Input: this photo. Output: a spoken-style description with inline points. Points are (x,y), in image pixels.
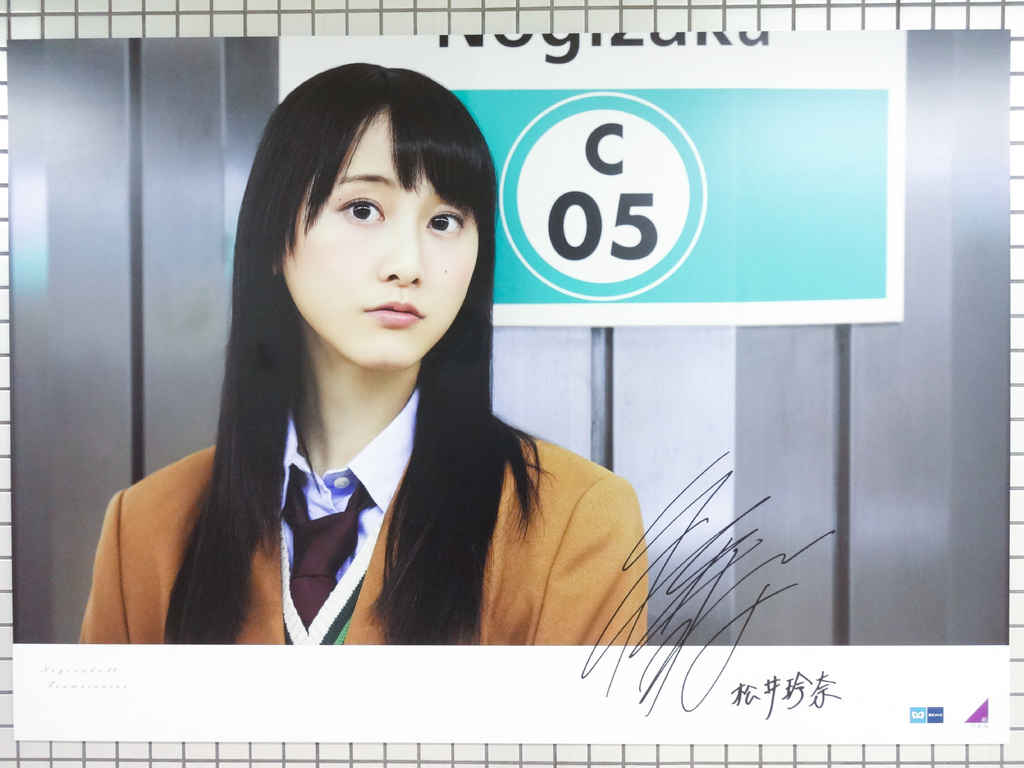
In this picture, we see the woman (456,374) in brown blazer (275,559) is standing. Behind her, we see a grey wall (681,379) and a board (694,95) in white and blue color with some text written on it. This picture might be a poster, banner or a photo frame.
